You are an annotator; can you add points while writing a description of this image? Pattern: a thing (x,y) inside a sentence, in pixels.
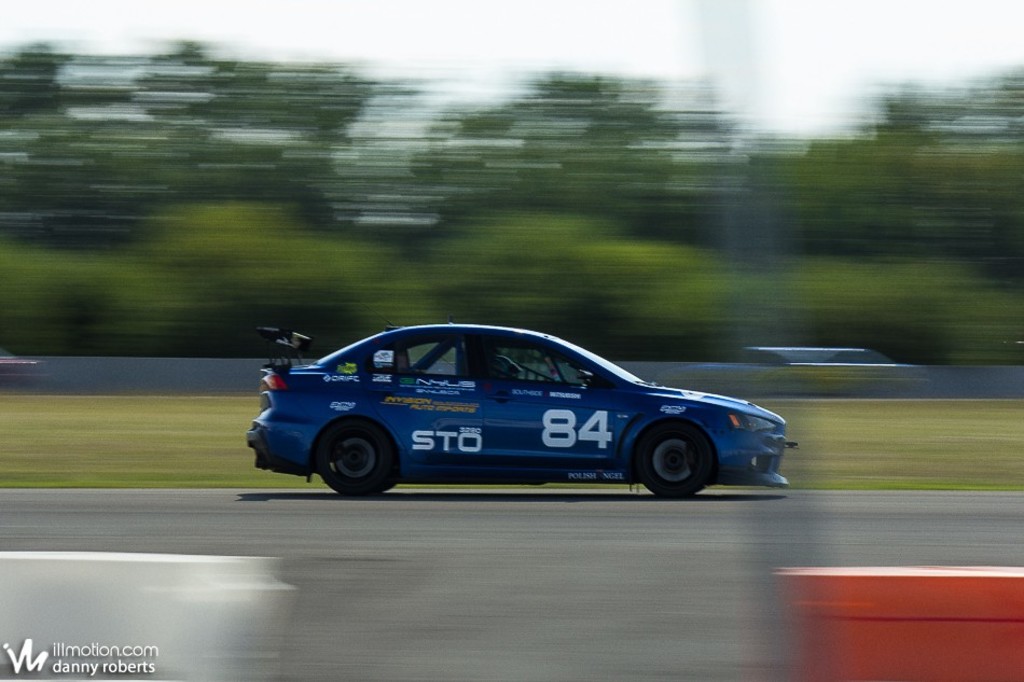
In this picture, we can see a vehicle (672,469) on the road (356,519), we can see the blurred background (159,424), we can see the watermark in the bottom left corner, we can see some object (844,663) in bottom right corner (869,575).
